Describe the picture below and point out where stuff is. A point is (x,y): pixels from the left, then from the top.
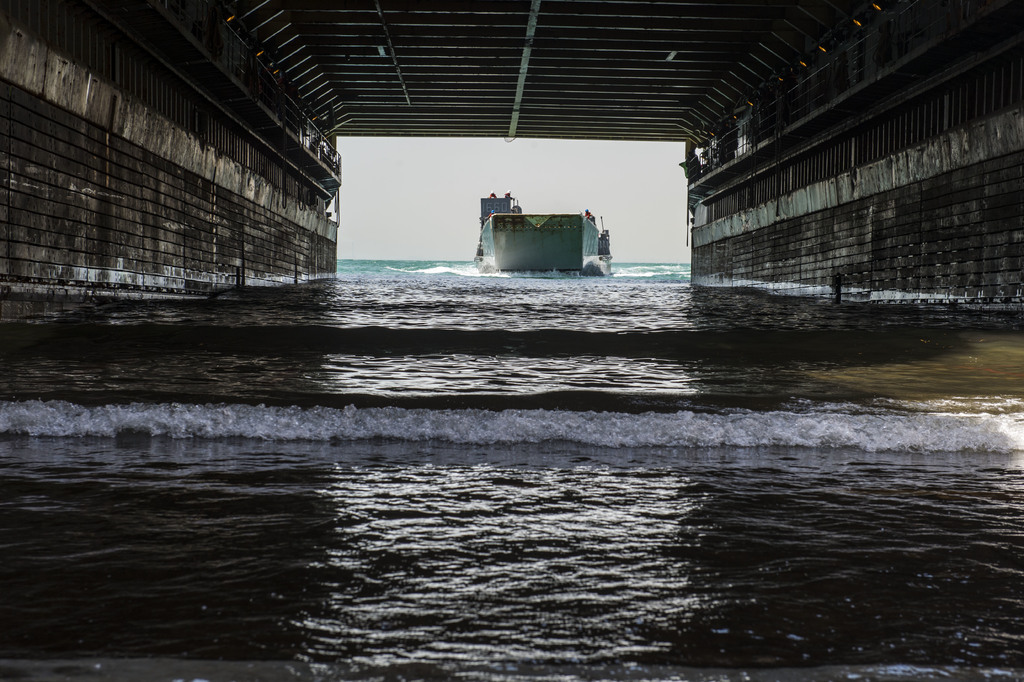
This is water (560,392) and at the top (417,83) it is the bridge (587,69). In the middle (552,246) there is a boat (571,246).
